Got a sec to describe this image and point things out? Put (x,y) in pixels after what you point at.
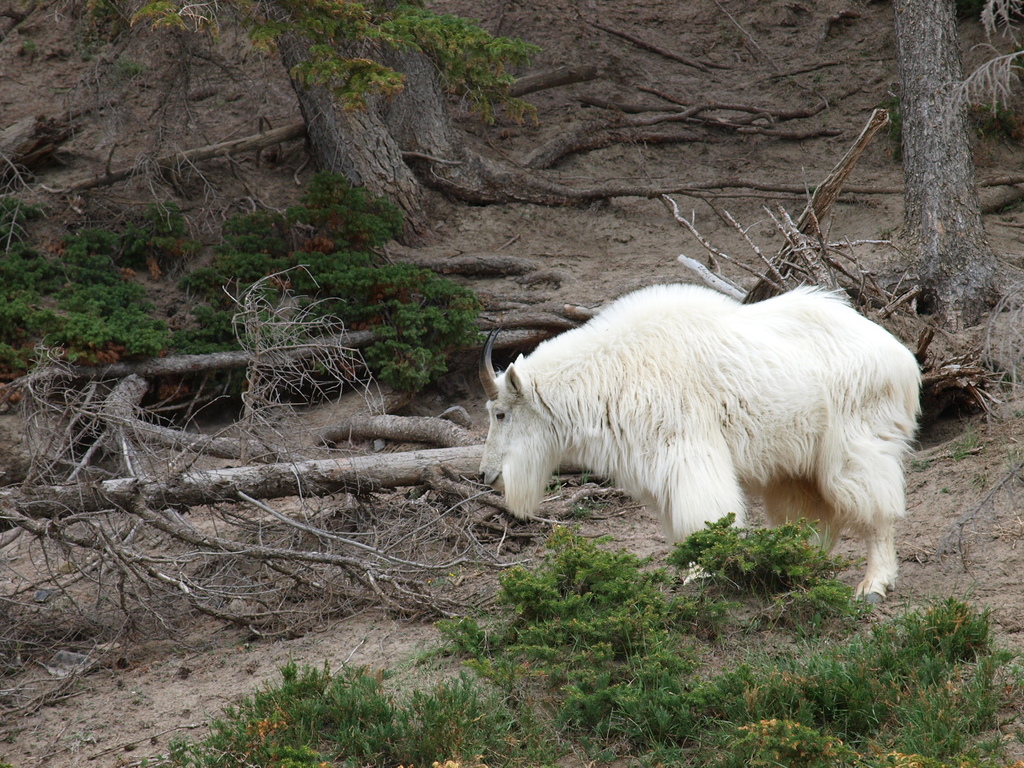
In this image we can see an animal (871,487) and there are some plants (316,182) and trees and we can see some wooden logs (152,500) on the ground (823,96).
